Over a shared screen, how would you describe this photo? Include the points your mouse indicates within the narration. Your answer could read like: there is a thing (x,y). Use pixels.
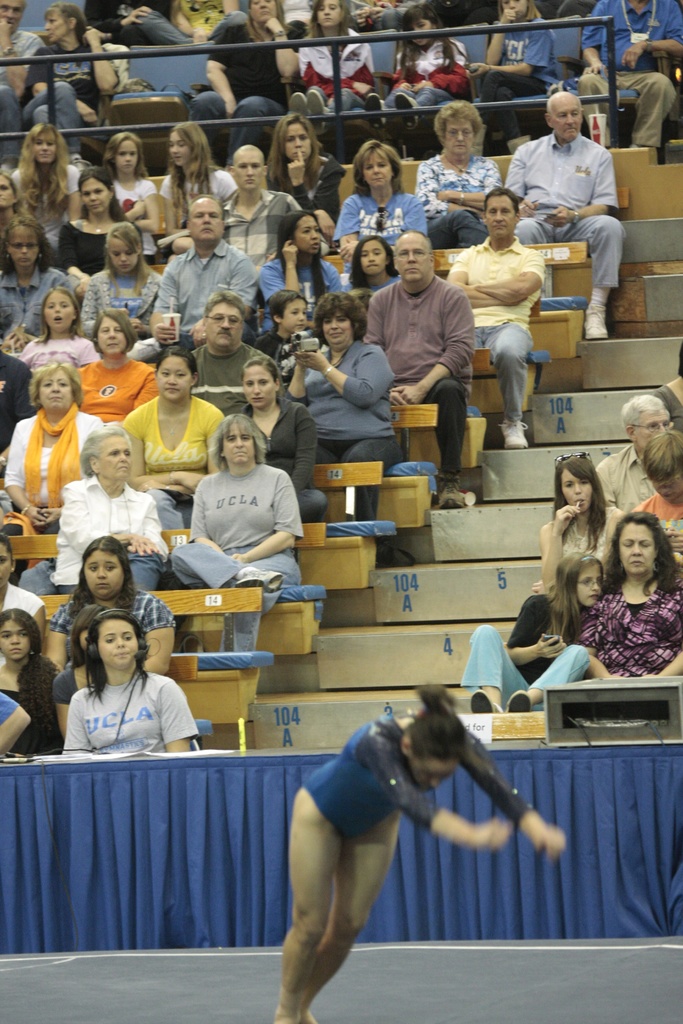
In the image there is a woman (339,830) standing in the front (378,799) in swimming costume (330,818), in the back (354,385) there are many people (386,340) sitting on benches (275,636) and looking in the front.
